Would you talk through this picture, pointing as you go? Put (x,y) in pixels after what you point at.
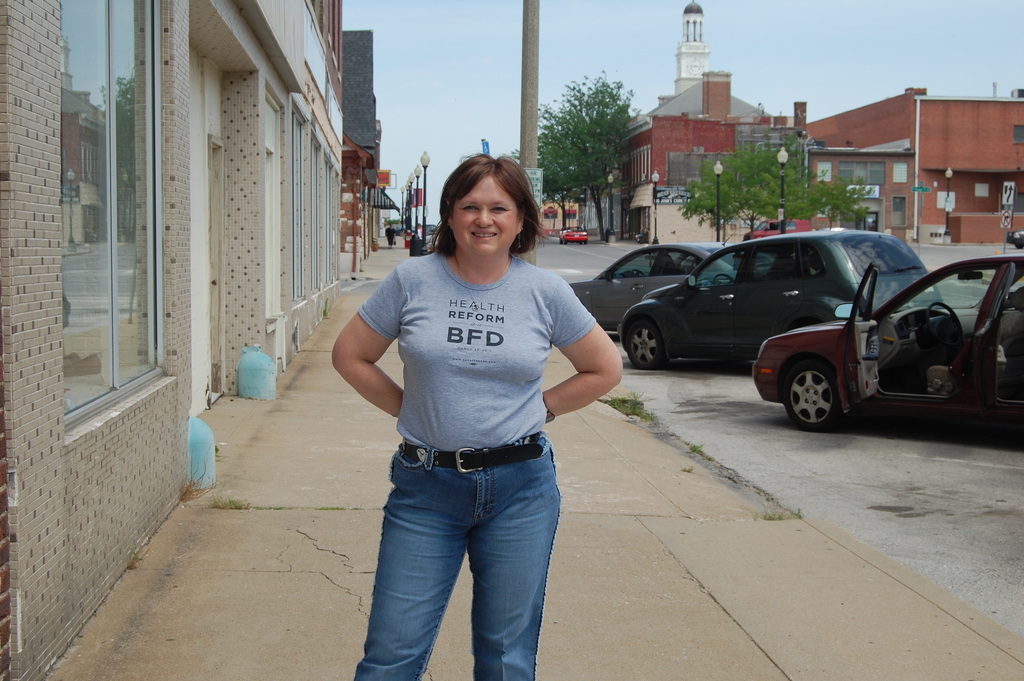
In the center of the image (439,393) we can see a woman (504,526) is standing and she is smiling. On the right side of the image (835,298), we can see a few vehicles (893,298) on the road (626,386). In the background (809,203), we can see the sky (485,0), buildings (857,128), poles (425,180), trees (852,202) and some objects (193,472).
